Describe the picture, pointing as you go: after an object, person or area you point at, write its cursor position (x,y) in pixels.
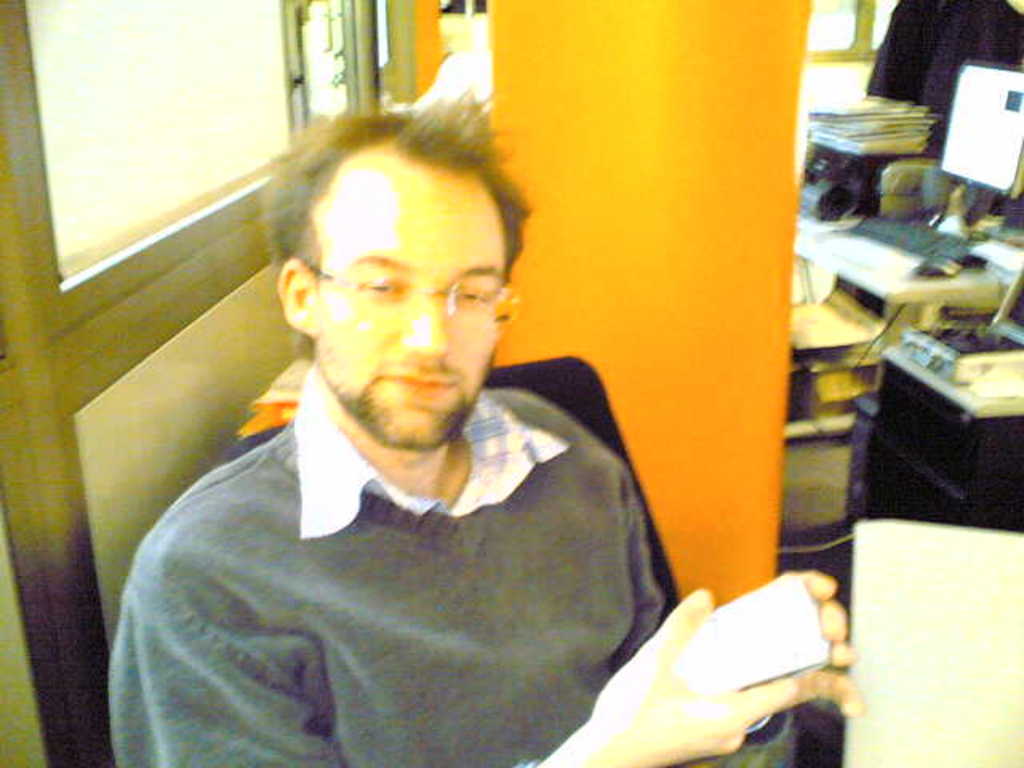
The man (505,502) in grey jacket (364,558) who is wearing spectacles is sitting on the chair (540,372). He is holding a mobile phone (815,631) in his hand (681,685). In front of him, we see a white table (877,607). Behind him, we see a door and an orange pillar (617,150). In the background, we see a table (908,271) on which keyboard (907,223), mouse (933,264), monitor (965,134), printer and books (888,121) are placed. It is blurred in the background (835,17).
